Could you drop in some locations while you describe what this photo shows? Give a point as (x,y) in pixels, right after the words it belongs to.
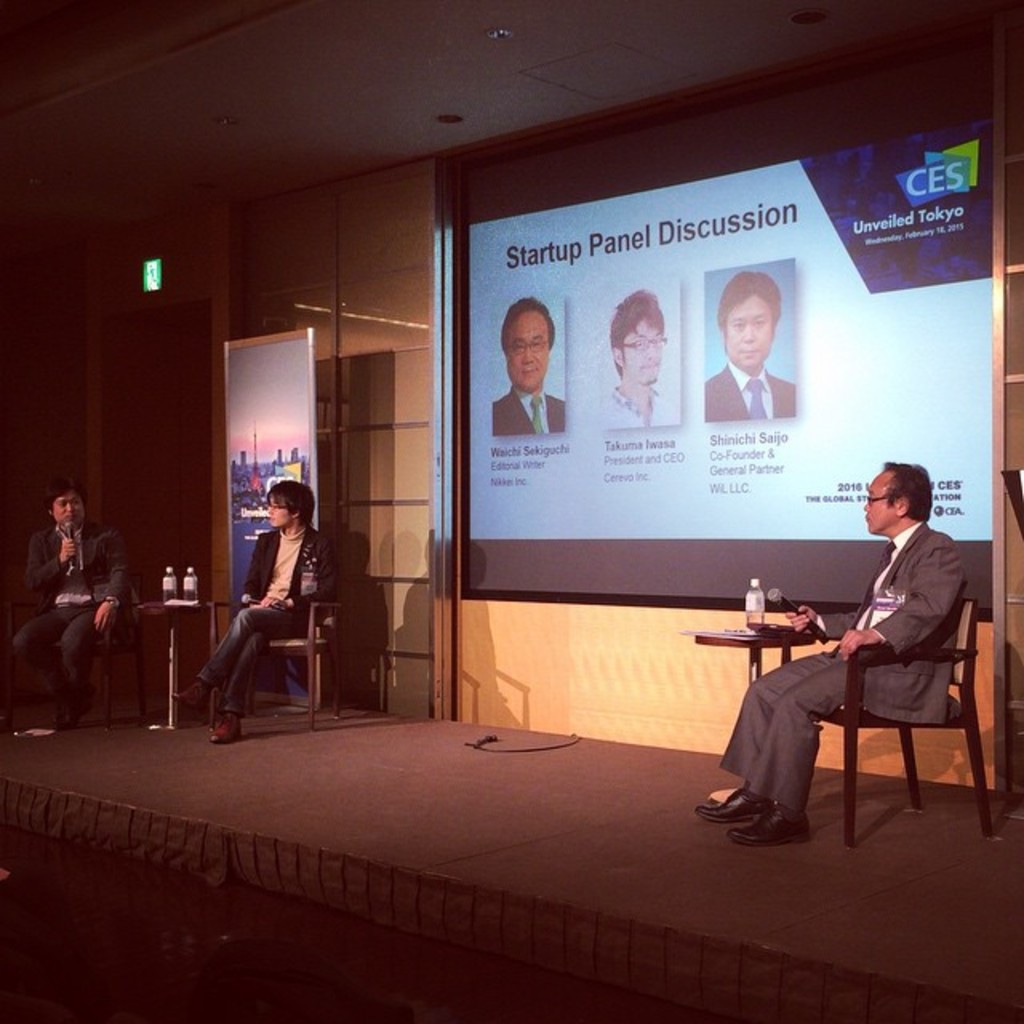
In this image, I can see three persons (255,598) sitting on the chairs (931,715) and holding the mikes (813,629). There are two tables (172,610) with the bottles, screen (624,525) and a board (305,448). On the left side of the image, there is light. At the top of the image (307,124), I can see a ceiling (311,83).
